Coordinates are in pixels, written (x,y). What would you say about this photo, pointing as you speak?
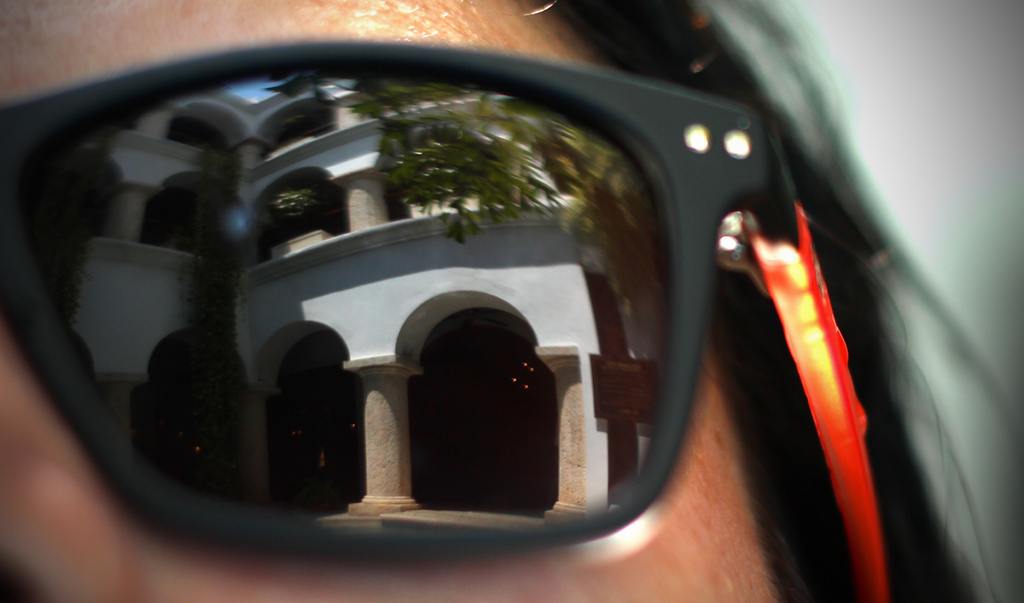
In the image there is a person face (117,558) with goggles (324,104). On the glasses (619,196) of the goggles (219,489) there is a reflection (269,257) of building (427,324) with walls (357,336), arches (543,410) and pillars (408,495). And also there are leaves (410,159).
